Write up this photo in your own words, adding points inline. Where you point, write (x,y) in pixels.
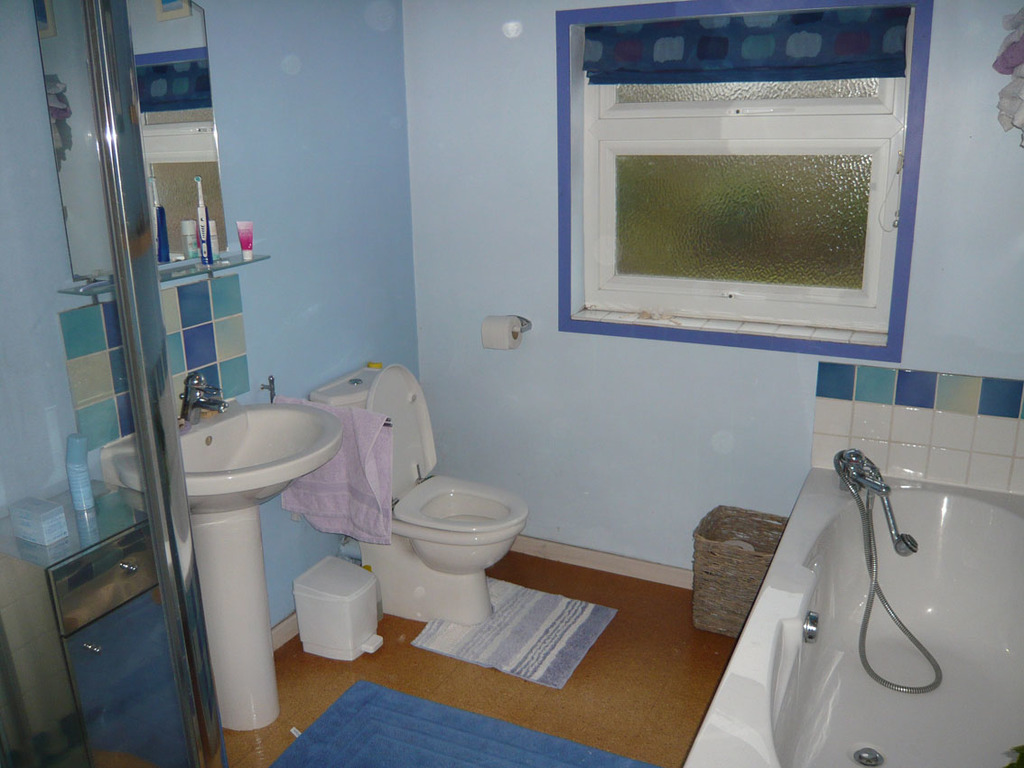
This image is clicked inside a washroom (598,650). In the center (425,457) there is a western toilet seat (429,548). Beside to it there is a wash basin (252,463). Above the wash basin (242,407) there is a mirror (163,97). There are creams (190,238) near to the mirror (175,194). Beside the wash basin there is a glass door (167,575). On the other side of the door (179,579) there is a metal table (78,613). There is a bottle (85,500) on the table (76,561). There are mats (549,663) on the floor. To the right (822,663) there is a bathtub (888,642). There is a wall (543,49) in the image. In the center (676,280) there is a window (676,280) to the wall (612,348).
